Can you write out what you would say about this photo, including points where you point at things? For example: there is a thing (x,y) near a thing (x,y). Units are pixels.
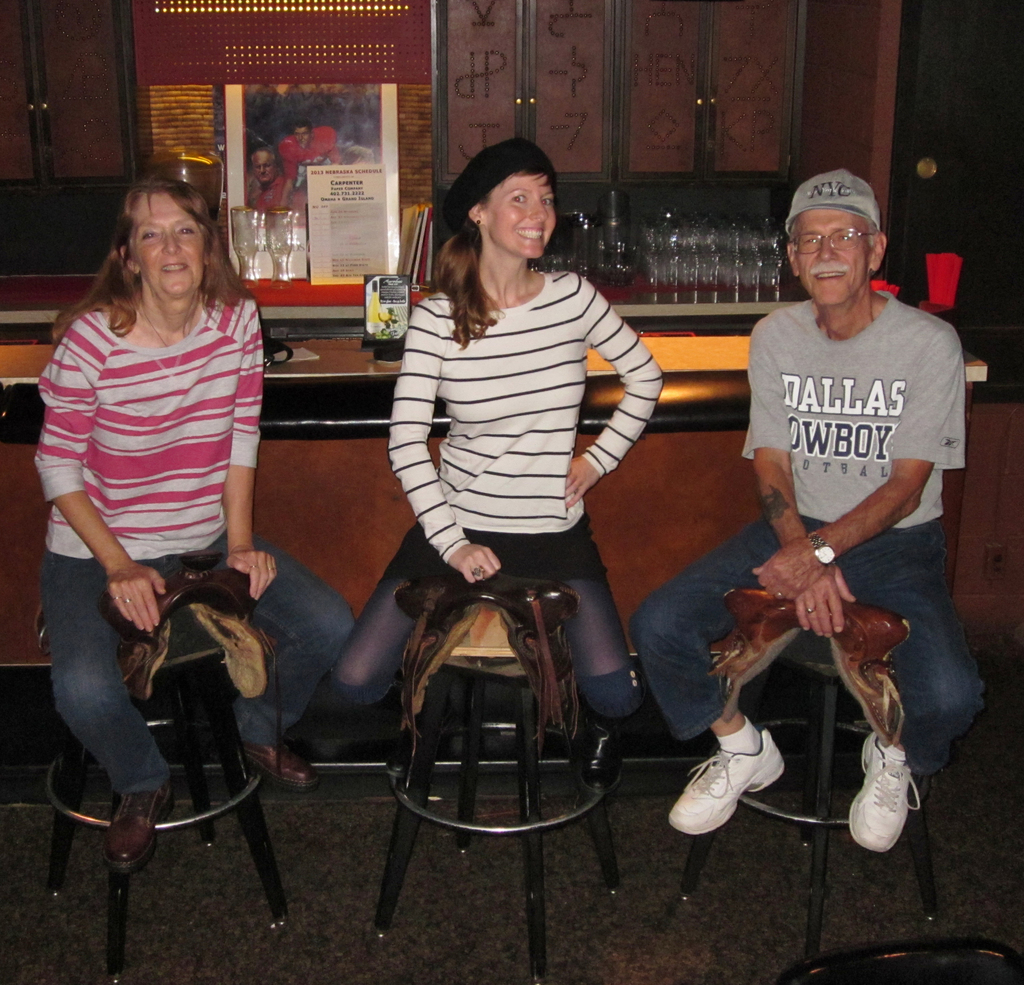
The picture is taken inside the pub (642,983), there are three people (339,622) sitting on the chair (796,599) behind that there is a table (719,335), on the table (342,467) there are some glasses (724,259), in the background (312,101) there is a poster (305,177), a menu card (319,201) and cupboards (555,94) beside it.
